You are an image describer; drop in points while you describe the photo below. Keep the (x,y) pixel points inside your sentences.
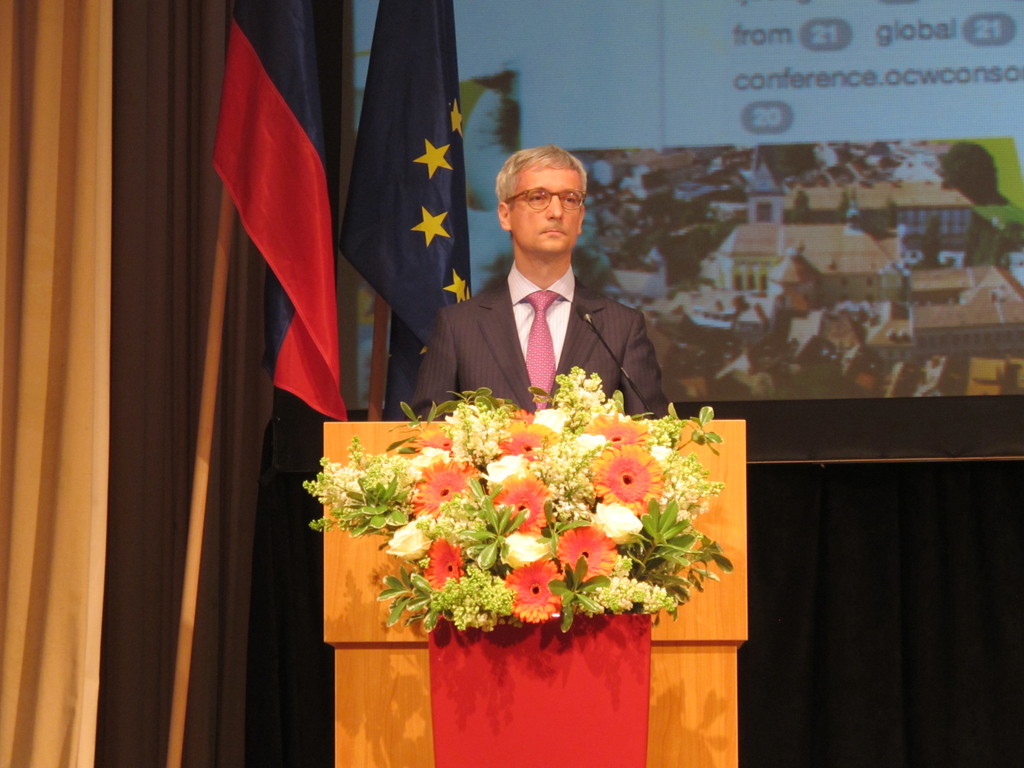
In this image I can see the person (540,307) standing in-front of the podium (437,526). The person (446,355) is wearing the blazer (457,342), shirt (524,338) and tie (536,328). There is a mic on the podium (398,650). I can also see the decorative flowers (470,602) to the podium (412,646). The flowers (532,593) are in red and white color. In the back (315,331) I can see two flags (378,185) and also the screen (723,190). To the left (171,245) there is a curtain (95,349).
